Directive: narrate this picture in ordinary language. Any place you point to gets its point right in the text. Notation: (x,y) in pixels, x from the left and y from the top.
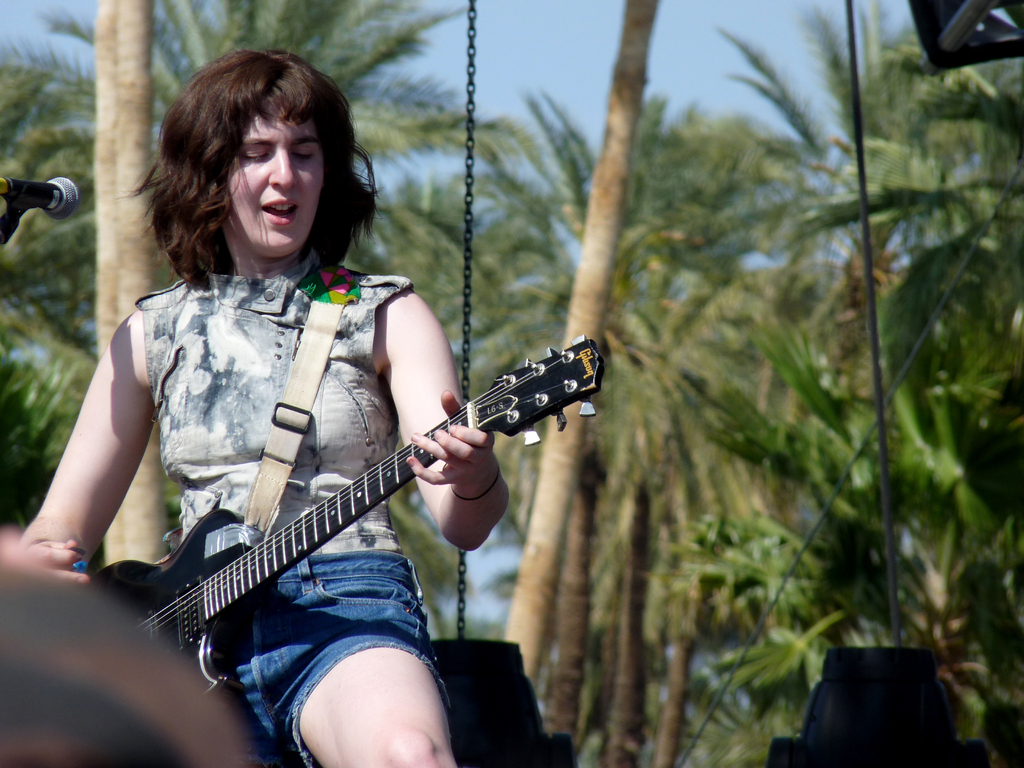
In this image, there is a person (345,367) standing and playing a guitar (304,515). There is a mic (15,199) in front of this person (274,112). There are some trees (632,74) and sky (430,35) behind this person (259,336). This person (251,433) wearing colorful clothes (168,373).
